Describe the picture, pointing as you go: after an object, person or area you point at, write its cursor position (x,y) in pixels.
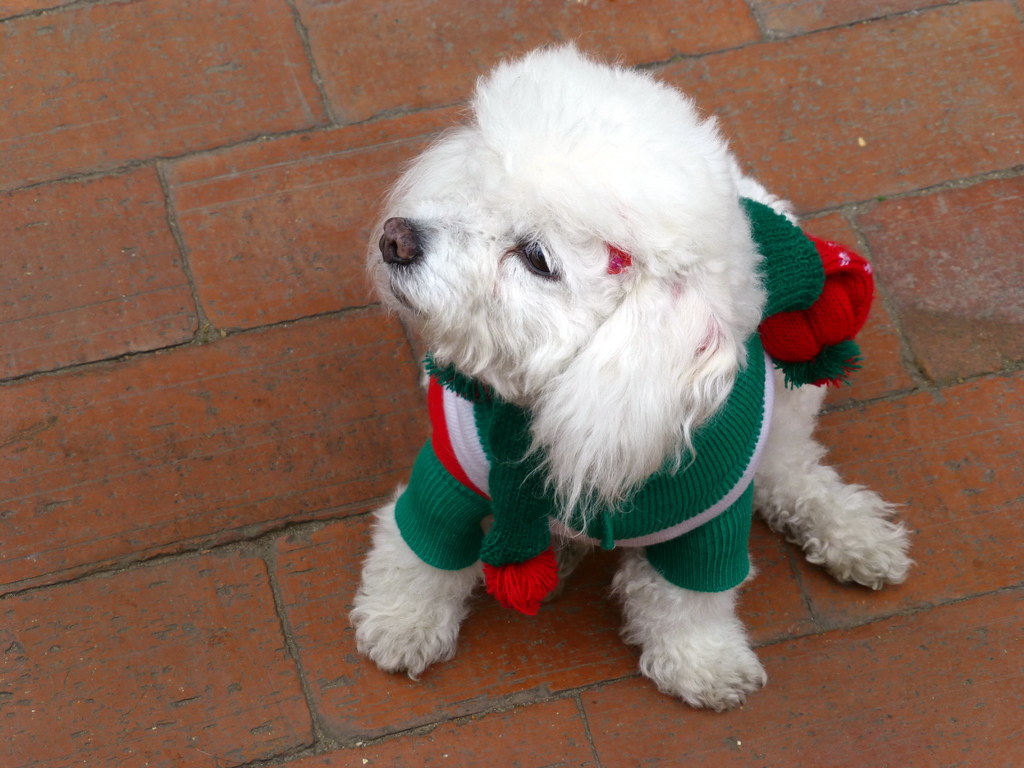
In this picture there is a white color puppy (515,257) in the center of the image (548,407), it seems to be it is wearing a sweater (714,463).
